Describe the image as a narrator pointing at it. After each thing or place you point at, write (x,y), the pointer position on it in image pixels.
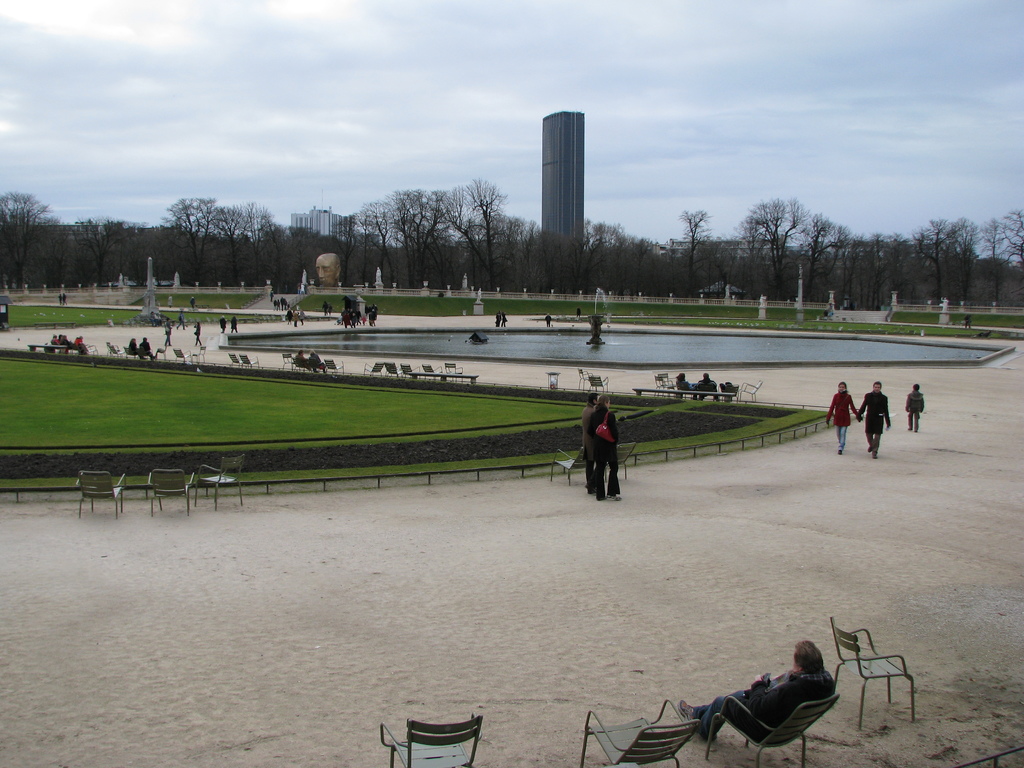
In this image we can see few people (600,409), some of them are walking on the road (665,591) and some of them are sitting on the chairs (427,750), there is a fountain (596,327), water (569,355), grass (278,428), few trees (475,256), buildings (547,198) and the sky (267,94) in the background (391,130).
